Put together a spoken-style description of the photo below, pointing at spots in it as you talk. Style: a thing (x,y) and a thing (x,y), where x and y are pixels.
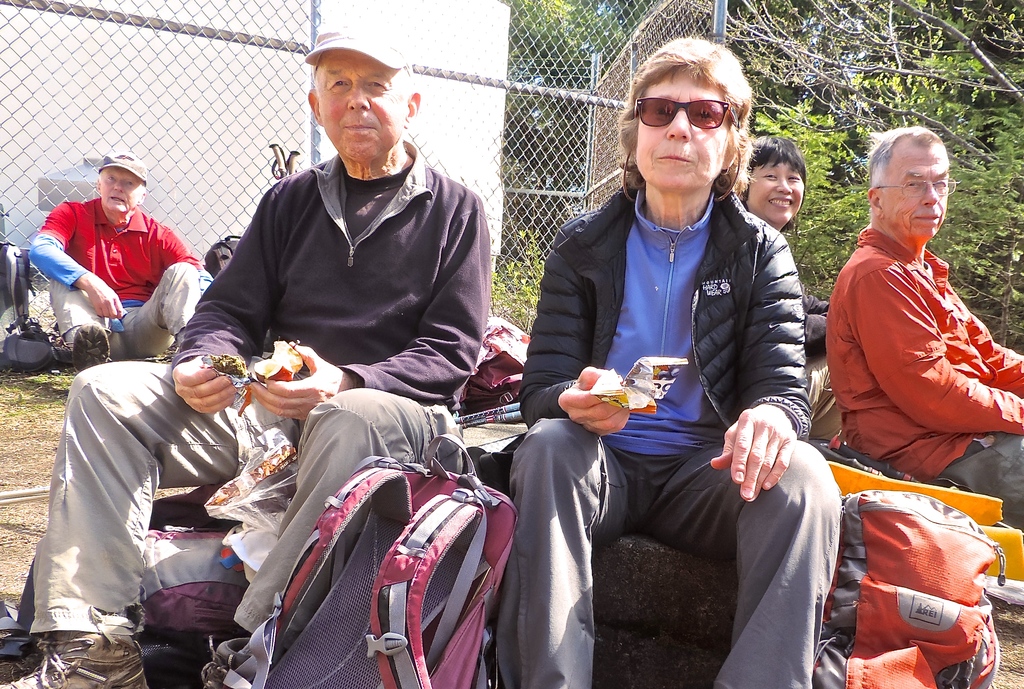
In this image we can see many persons (36,245) sitting on the ground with bags (30,278). In the background (392,30) we can see fencing (468,82), building (466,67), trees (888,87) and plants (985,187).
